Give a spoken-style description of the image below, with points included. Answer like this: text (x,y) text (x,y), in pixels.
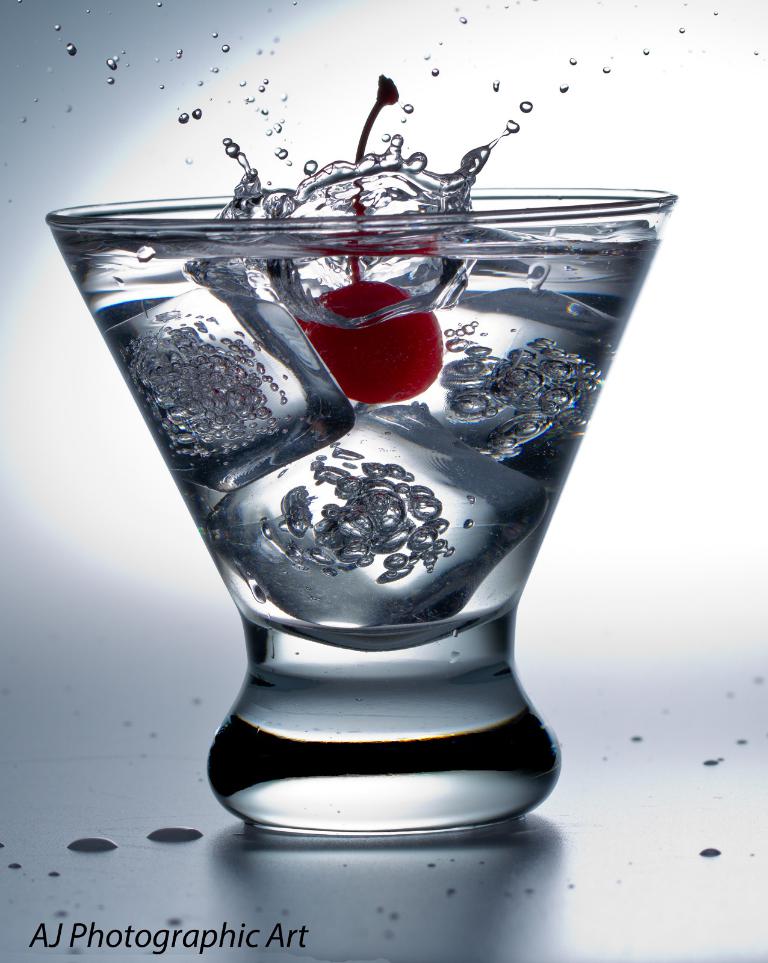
In this picture we can see a glass (307,625), there are ice cubes (506,412), a cherry (329,347) and some drink (491,284) present in the glass (502,281), there is some text (90,937) at the left bottom (62,944).
